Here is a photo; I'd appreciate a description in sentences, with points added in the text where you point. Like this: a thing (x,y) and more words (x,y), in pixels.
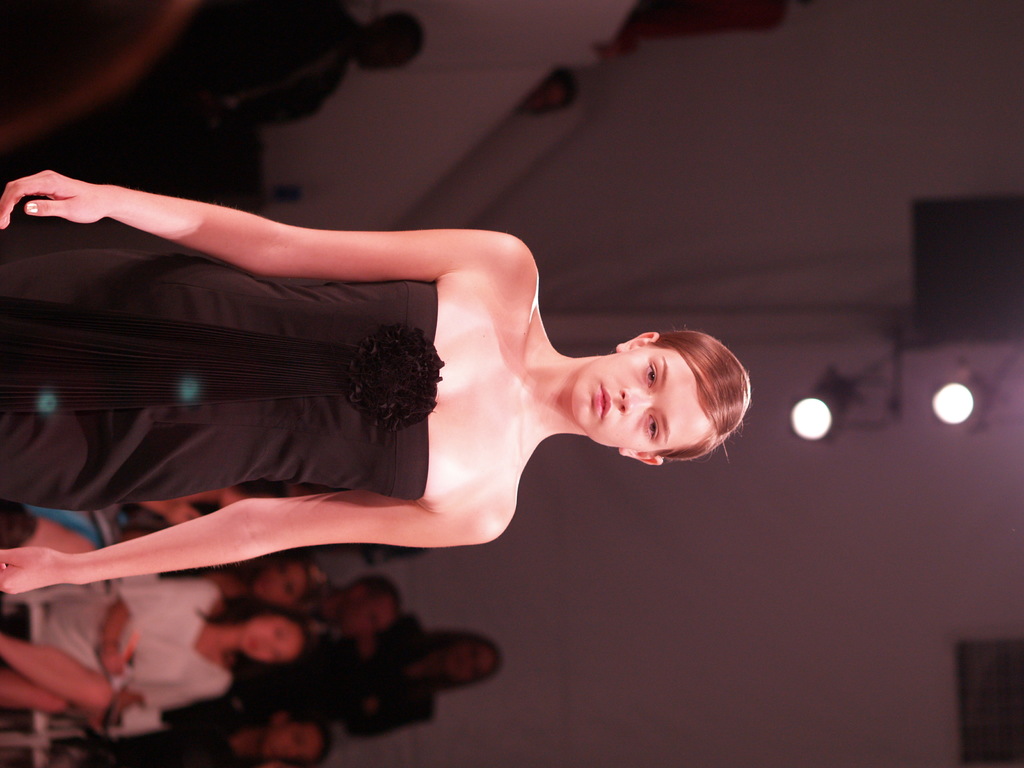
This picture shows a woman (292,323) and she wore black color dress (340,380) and we see few people (318,596) seated on the chairs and we see a woman (128,672) holding a pen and paper (128,680) in her hands (129,695) and we see lights (799,414) and a man (365,58) standing on the side and a woman (363,699) standing on the back (412,657).
